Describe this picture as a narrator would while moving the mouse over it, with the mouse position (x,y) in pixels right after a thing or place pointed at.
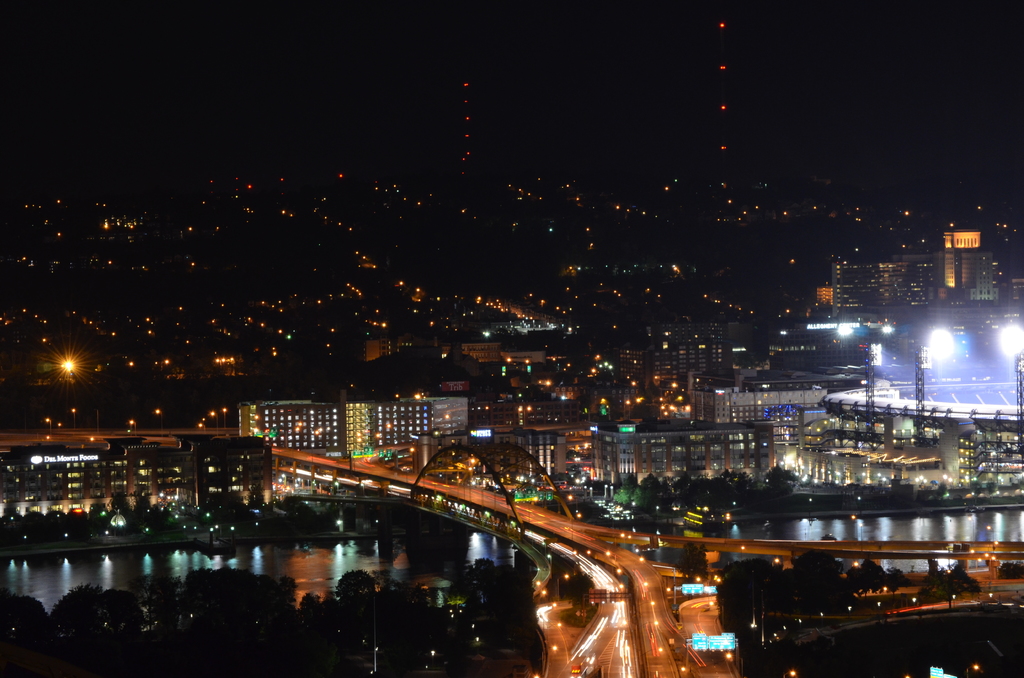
This image consists of a bridge (580,523) on which there are vehicles (619,605) moving. At the bottom (191,582), there are trees (320,638) along with water (160,563). In the background (18,493), there are many buildings (556,466) along with the lights (785,465).
